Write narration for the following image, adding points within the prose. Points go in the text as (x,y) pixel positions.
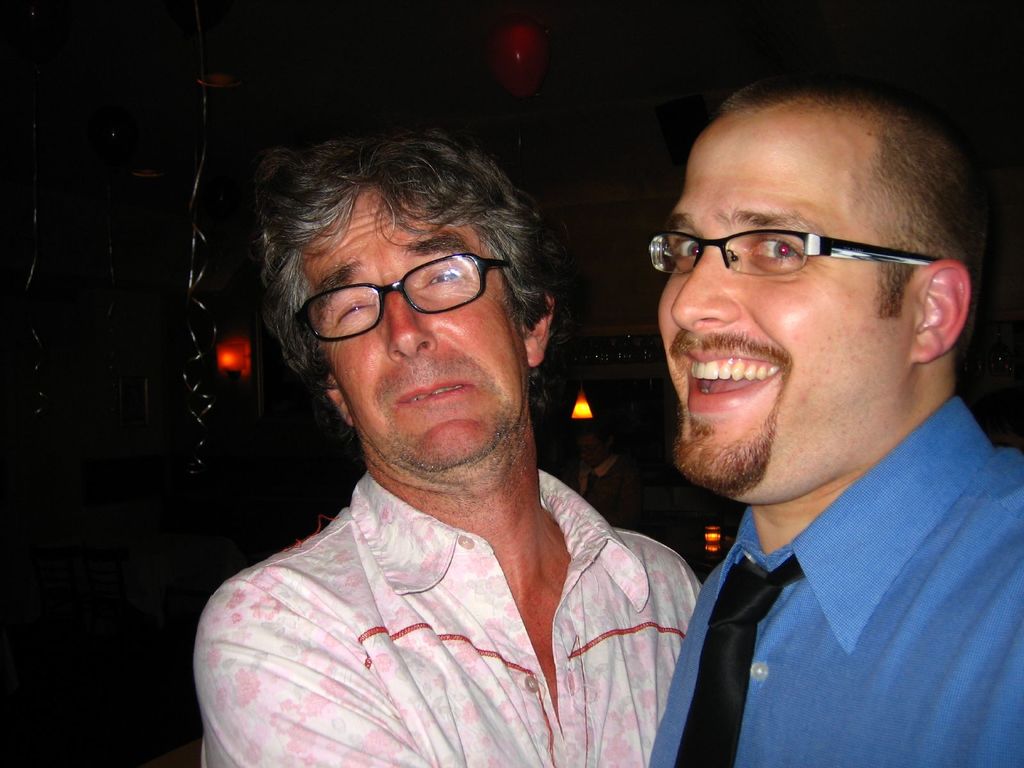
In this image, we can see two men (442,645) are watching and wearing glasses (434,290). In the background (104,470), we can see dark view (309,432), balloons (109,151), people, ribbons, lights (227,350) and few objects (142,578).
